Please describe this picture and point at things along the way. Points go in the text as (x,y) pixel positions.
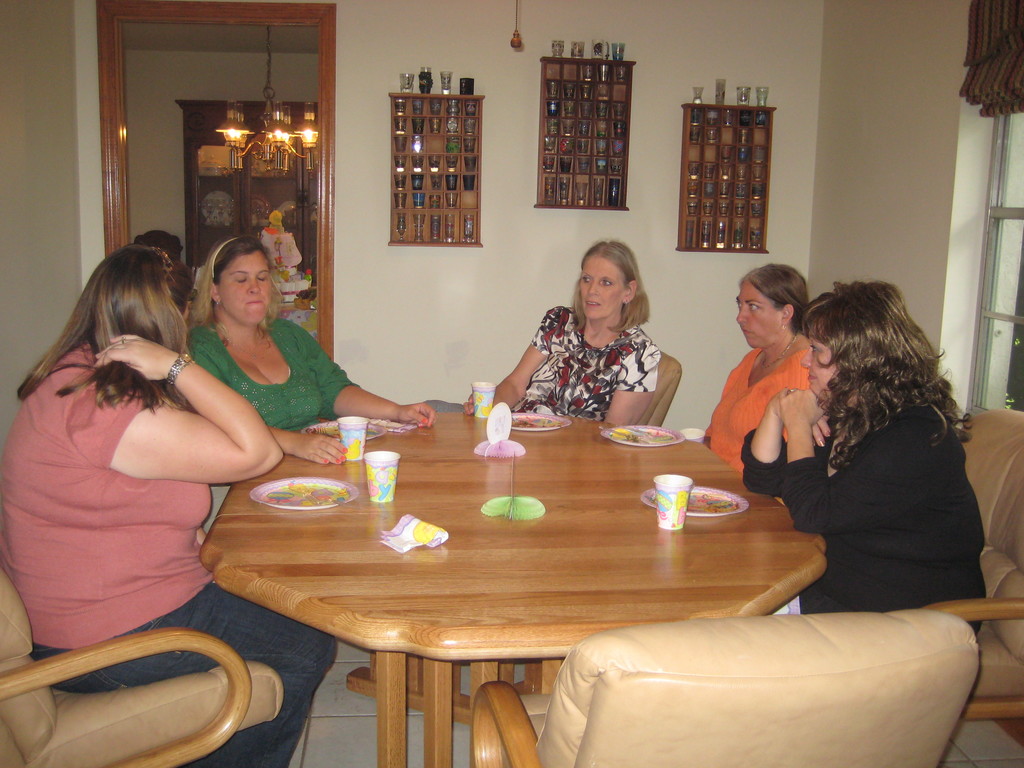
In this picture we can see some persons (147,345) are sitting on the chairs (783,699). This is table (684,596). On the table (608,599) there are glasses (664,521) and plates (719,499). On the background (477,338) there is a wall (473,336). Here we can see a ceiling light (288,138). And this is the cupboard (251,203).
